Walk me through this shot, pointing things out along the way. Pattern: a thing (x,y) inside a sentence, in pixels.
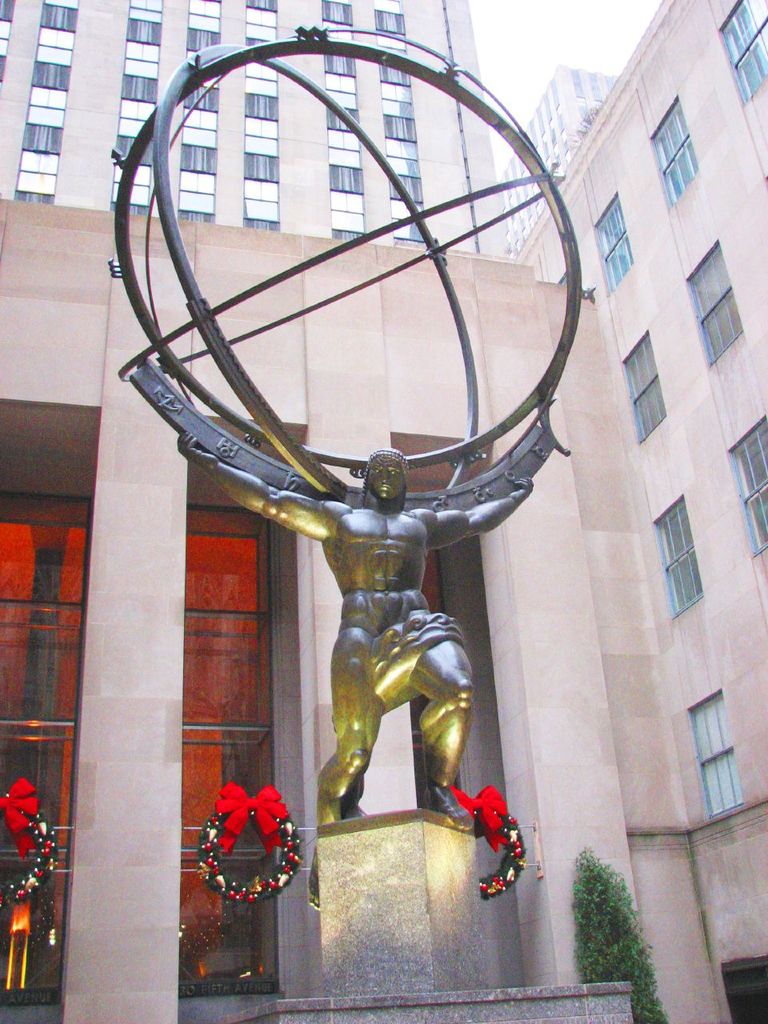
In this picture we can see a statue (384,523). There are a few garlands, trees (592,876) and buildings (360,111) in the background (483,127).
